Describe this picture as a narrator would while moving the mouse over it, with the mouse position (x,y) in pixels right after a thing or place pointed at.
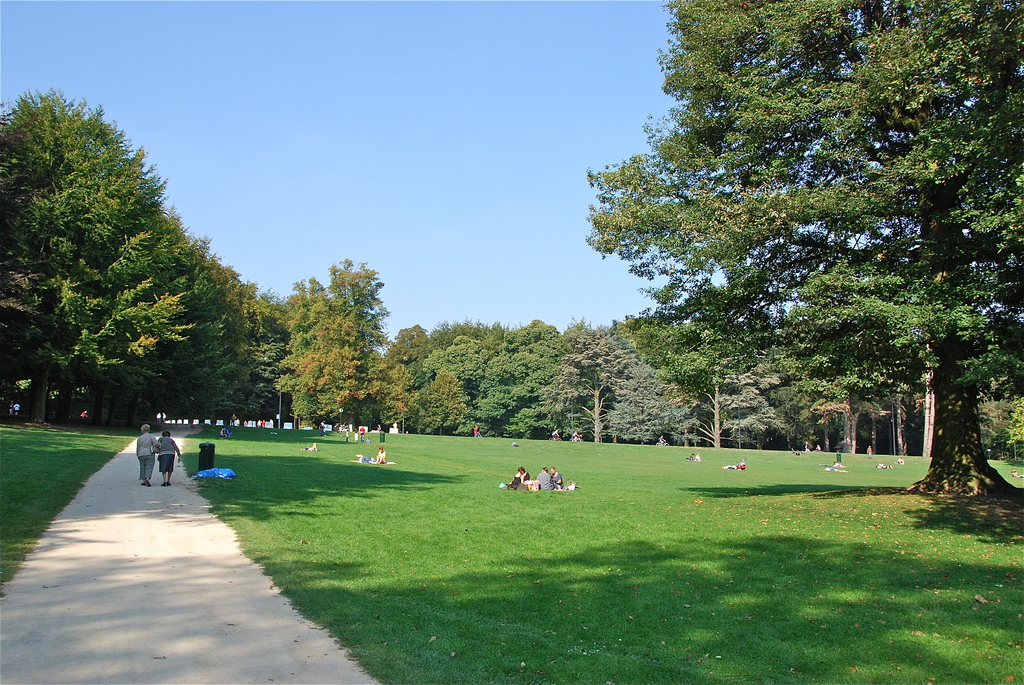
In the picture we can see a pathway (58,561) and two persons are walking on it and besides on the either sides of the path (64,574) we can see a grass surface (818,636) and on it we can see some people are sitting in a group wise and in the background (214,389) we can see many trees (182,361) and sky (573,309).
